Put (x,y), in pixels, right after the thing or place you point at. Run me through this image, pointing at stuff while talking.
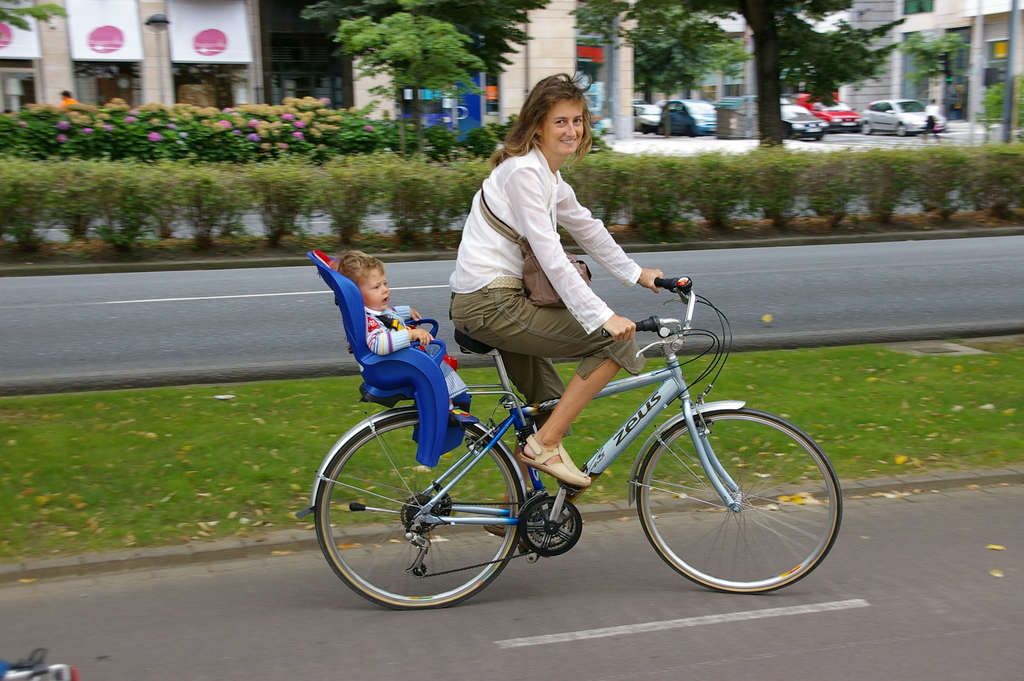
In this image I see a woman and a baby (385,346) sitting on the cycle (404,349) and they are on the path (341,668). In the background (820,476) I see the grass (730,357), plants (424,150), cars (657,100), buildings (88,16) and few trees (647,81).
